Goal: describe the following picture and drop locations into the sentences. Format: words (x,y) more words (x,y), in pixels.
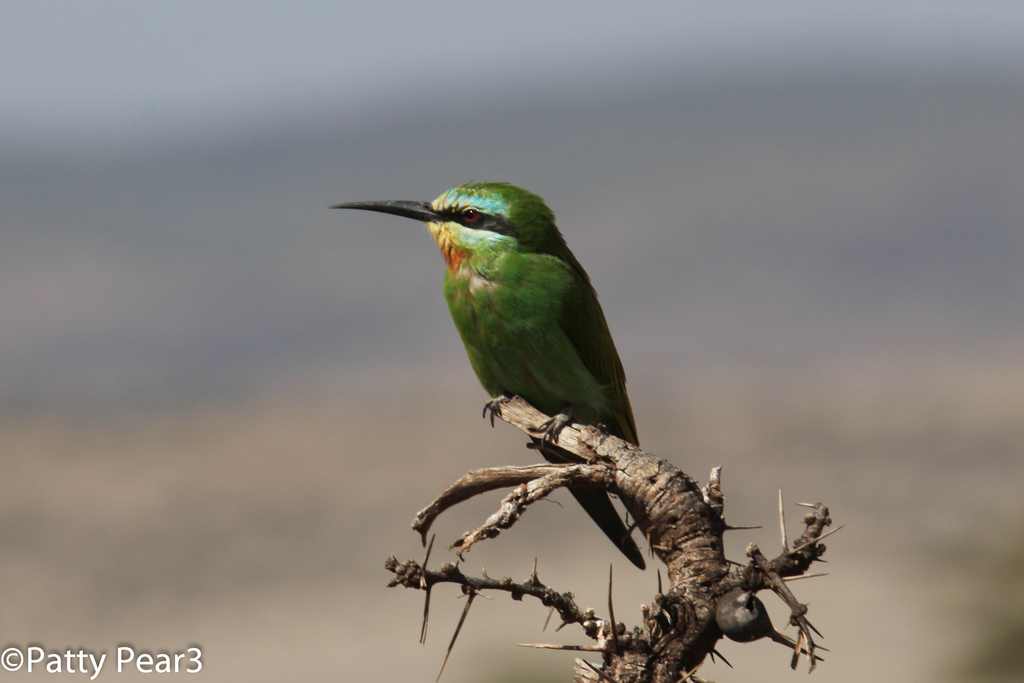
In this image I can see a bird (523,305) on a stem (682,495). The background (409,309) is blurred. In the bottom left (116,666) there is some edited text (121,658).
